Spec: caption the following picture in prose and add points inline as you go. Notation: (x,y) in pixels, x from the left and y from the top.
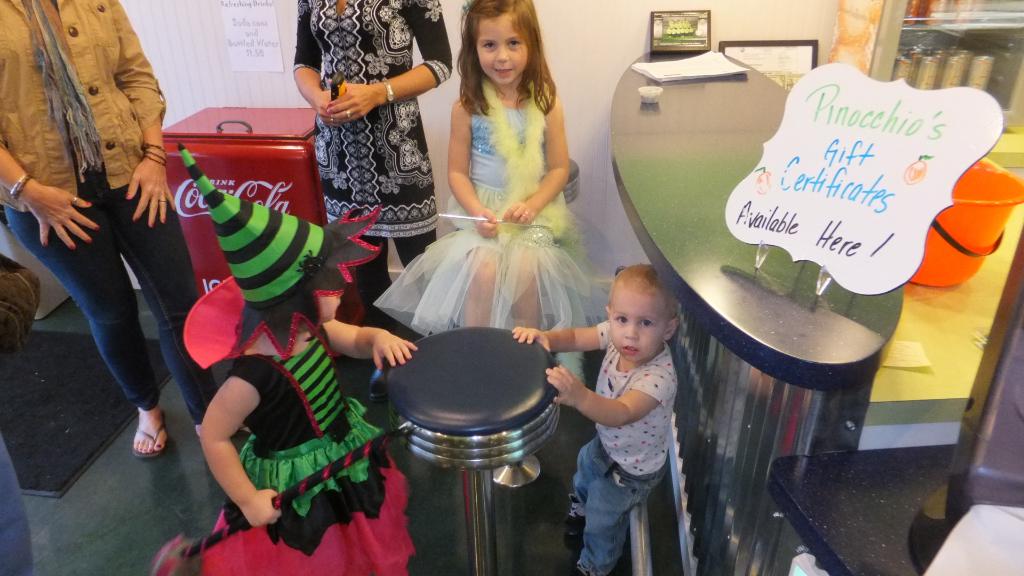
In this image we can see people (425,311) standing on the floor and children (502,177) are wearing costumes (532,164). In the background (269,55) there are objects (946,64) arranged in the cupboards (953,29), information boards (807,191), papers (697,74), wall hangings (678,31) and a bucket (938,273).
